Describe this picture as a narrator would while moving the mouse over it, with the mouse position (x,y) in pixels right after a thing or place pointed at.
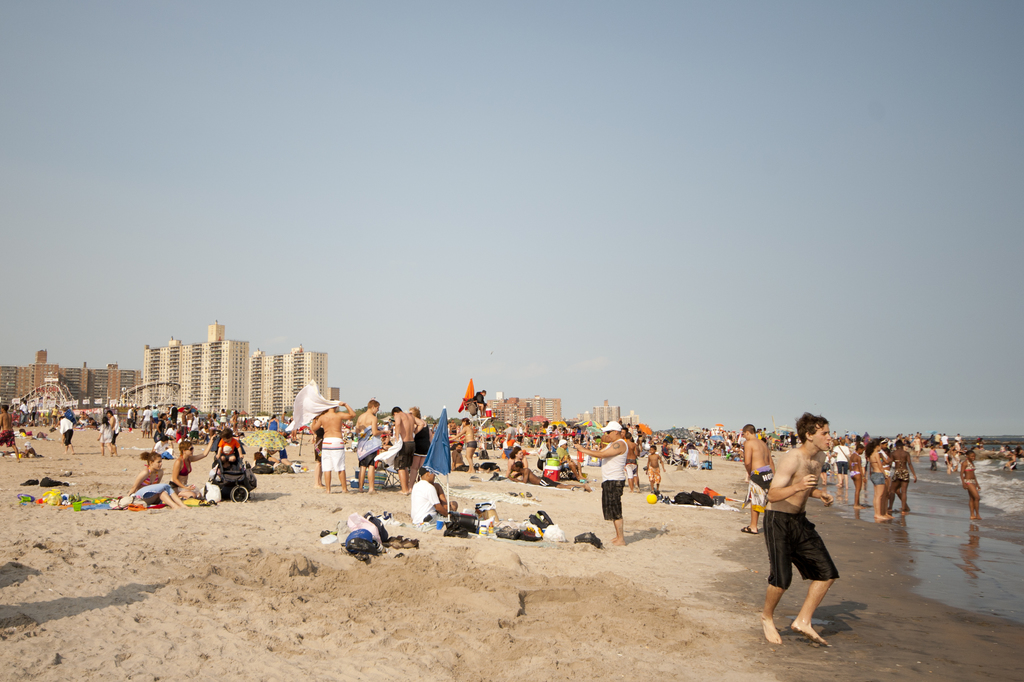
In this image I can see the group of people (414,519) with different color dresses (424,505). To the side of these people (434,510) I can see the water (953,530). There are many objects (396,544) on the sand (255,579). In the background (167,395) I can see many buildings (236,388) and the sky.
